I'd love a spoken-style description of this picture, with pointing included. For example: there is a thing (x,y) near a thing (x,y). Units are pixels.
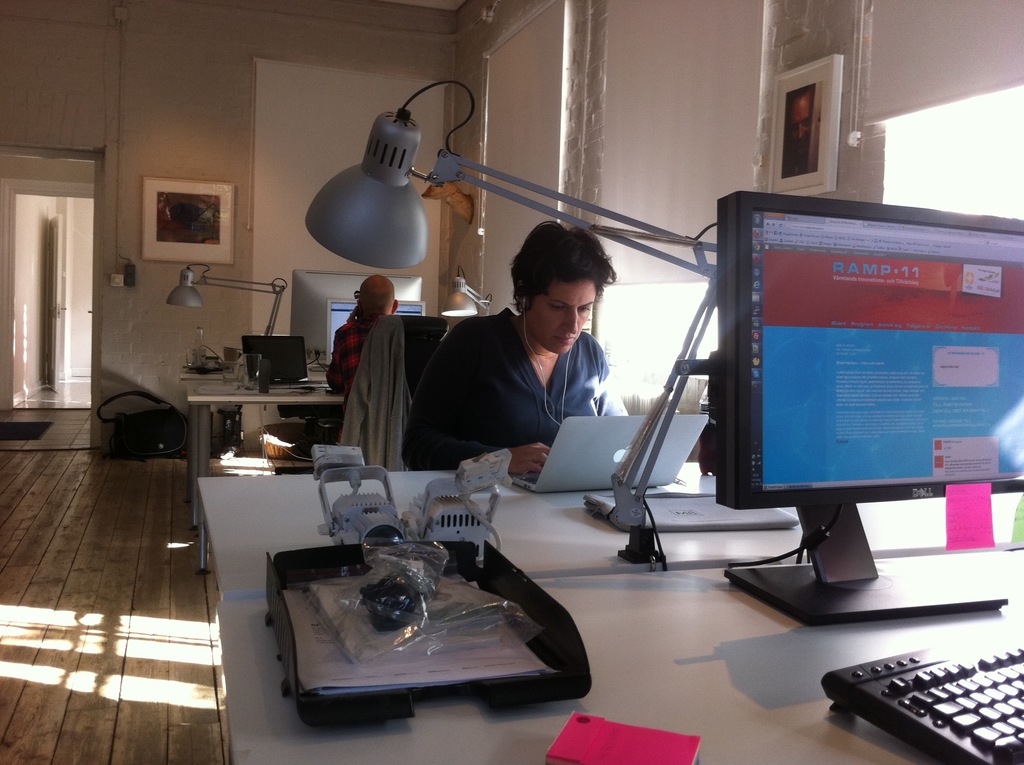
There are two persons (428,399) sitting on the chair (429,351) and looking at the computer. In this room (325,137) there are frames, curtains (675,114) and windows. On the table (544,708) we can see computers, keyboard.
